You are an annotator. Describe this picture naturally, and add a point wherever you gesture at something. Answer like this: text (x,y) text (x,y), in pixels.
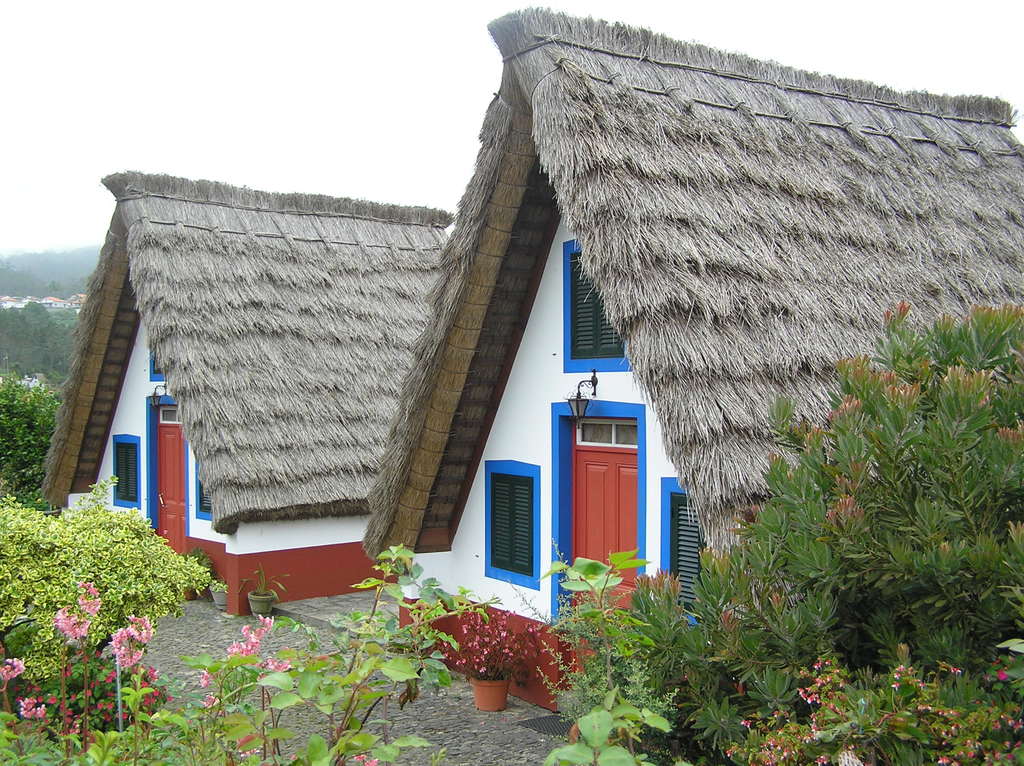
In this image I can see houses (302,371) and flower pots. Here I can see plants (224,686). In the background (29,359) I can see trees (25,327) and the sky (67,199).
